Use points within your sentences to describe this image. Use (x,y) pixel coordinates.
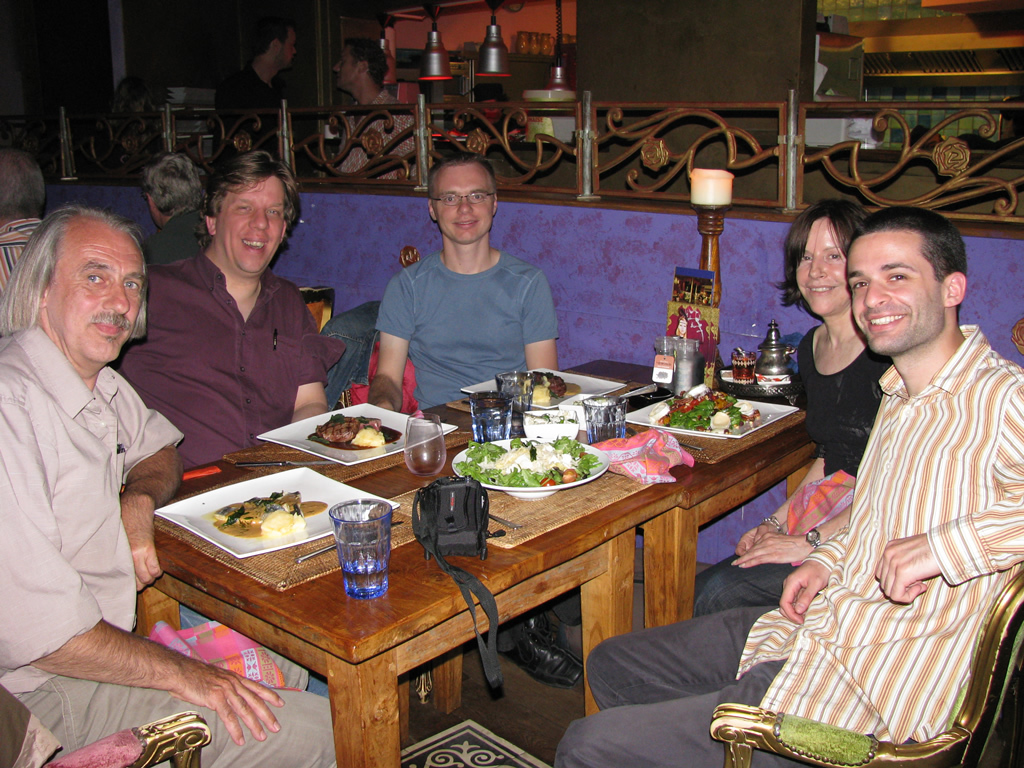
There are group of person (1000,586) sitting on a chair (1000,620) in this picture. In the center (584,512) there is a table (556,528) and there are glasses (420,466) on the table (401,481) with the plate (524,486) filled with food (526,471). On the table (488,552) there is a camera (450,537), frame (702,321), lamp (707,248), bottle (682,360). The persons (872,470) sitting on a chair (379,345) are having smile on their faces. In the background (237,80) there are persons (255,75) standing and having conversation with each other, the lamps (490,54) are hanging and a wall (536,21).
